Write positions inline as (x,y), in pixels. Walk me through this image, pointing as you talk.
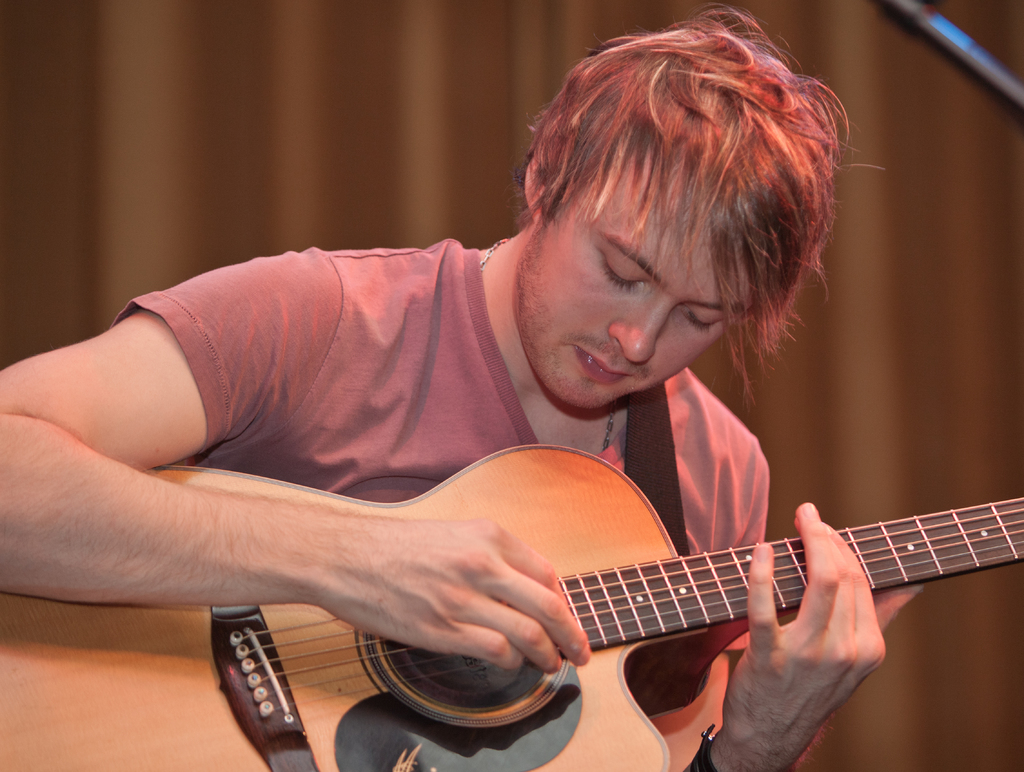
He is a person (496,580) playing the guitar (698,619). He wear a T-Shirt (451,446). behind him there is a curtain (202,214).
